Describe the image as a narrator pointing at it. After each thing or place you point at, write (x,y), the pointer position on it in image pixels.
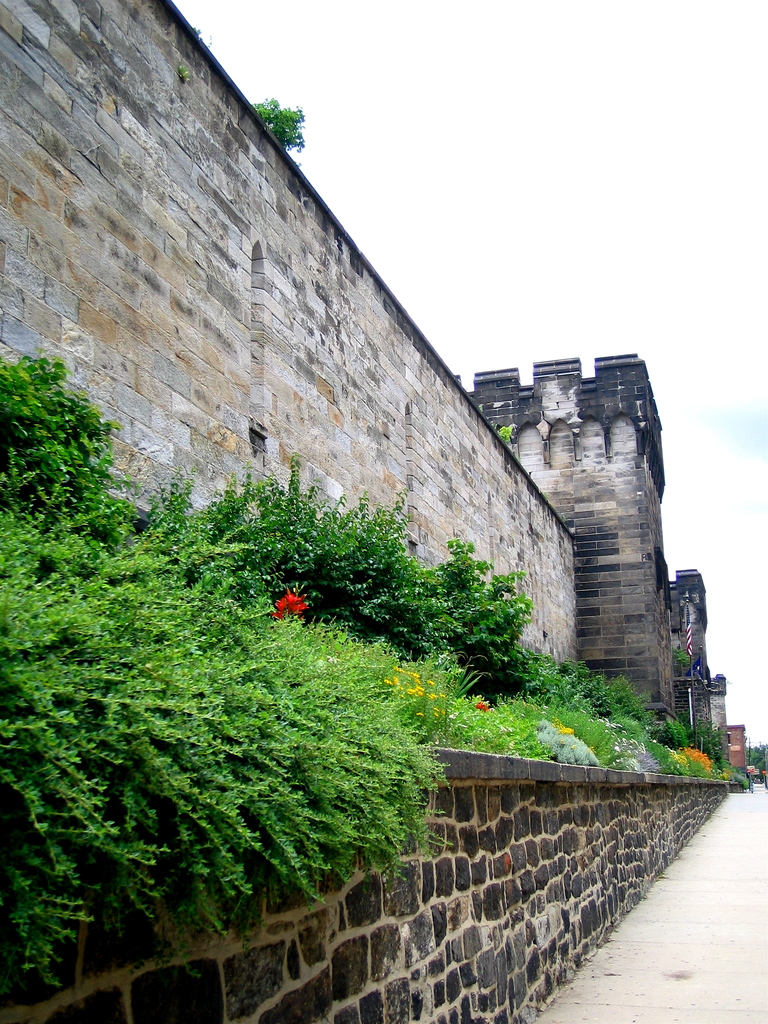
Here we can see plants (547,752) and flowers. This is wall (576,618). In the background (718,610) we can see a flag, buildings (606,575), and sky (619,239).
